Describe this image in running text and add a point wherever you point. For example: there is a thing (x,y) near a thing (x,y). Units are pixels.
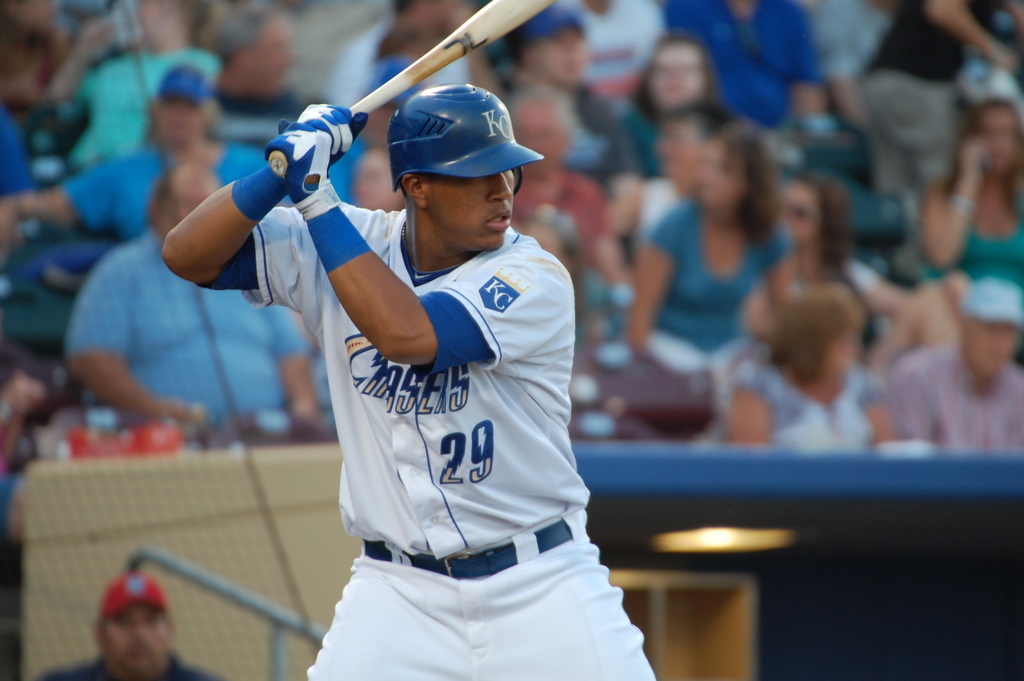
There is a man (472,351) standing and holding a bat (529,3) and wore helmet (496,145) and gloves (342,112). In the background (121,172) it is blurry and we can see people (655,263).
